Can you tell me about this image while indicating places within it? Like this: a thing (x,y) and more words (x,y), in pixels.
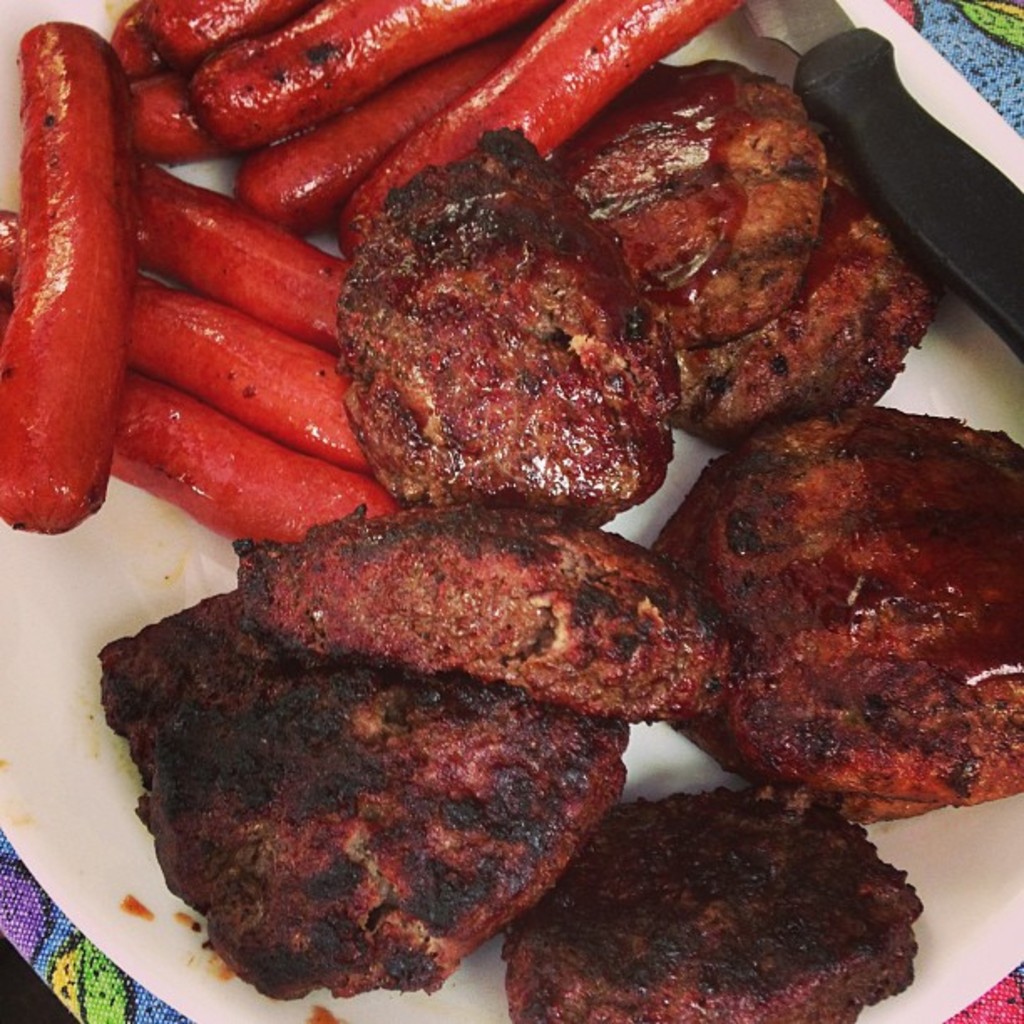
In this image we can see a food item (264,481) on the plate (34,603), there is a knife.
